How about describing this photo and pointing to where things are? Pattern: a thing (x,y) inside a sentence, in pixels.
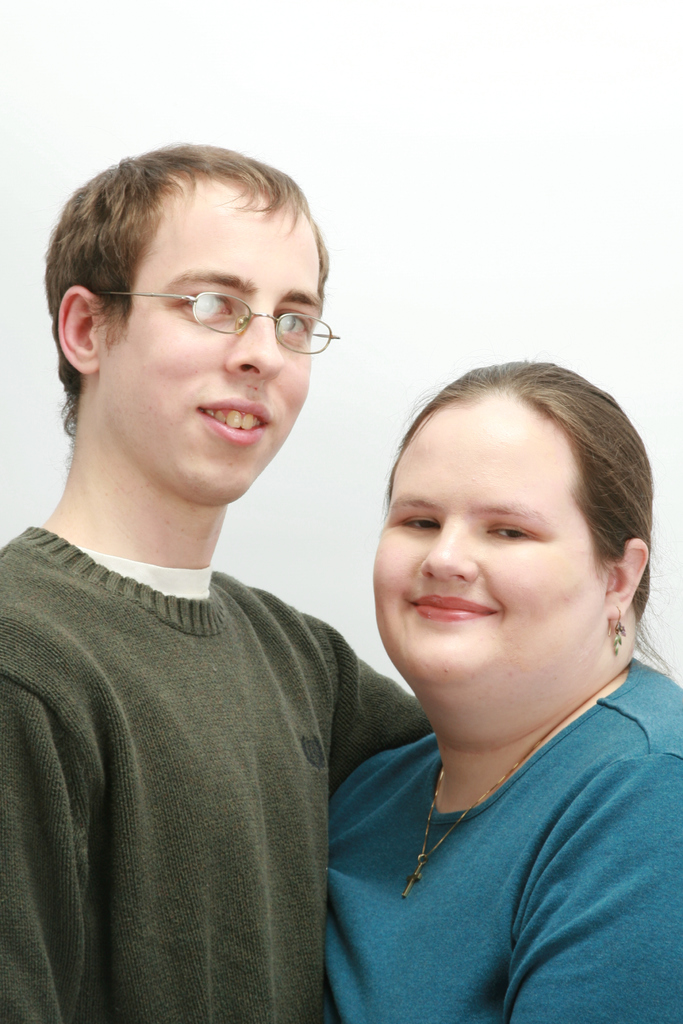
In this picture I can see there is a man (146,365) and a woman (348,838) standing and smiling. The man (121,334) is wearing a green color shirt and spectacles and the woman (413,770) is wearing a blue shirt (426,804) along with a chain (423,864) and earrings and the backdrop (399,141) is white in color.
